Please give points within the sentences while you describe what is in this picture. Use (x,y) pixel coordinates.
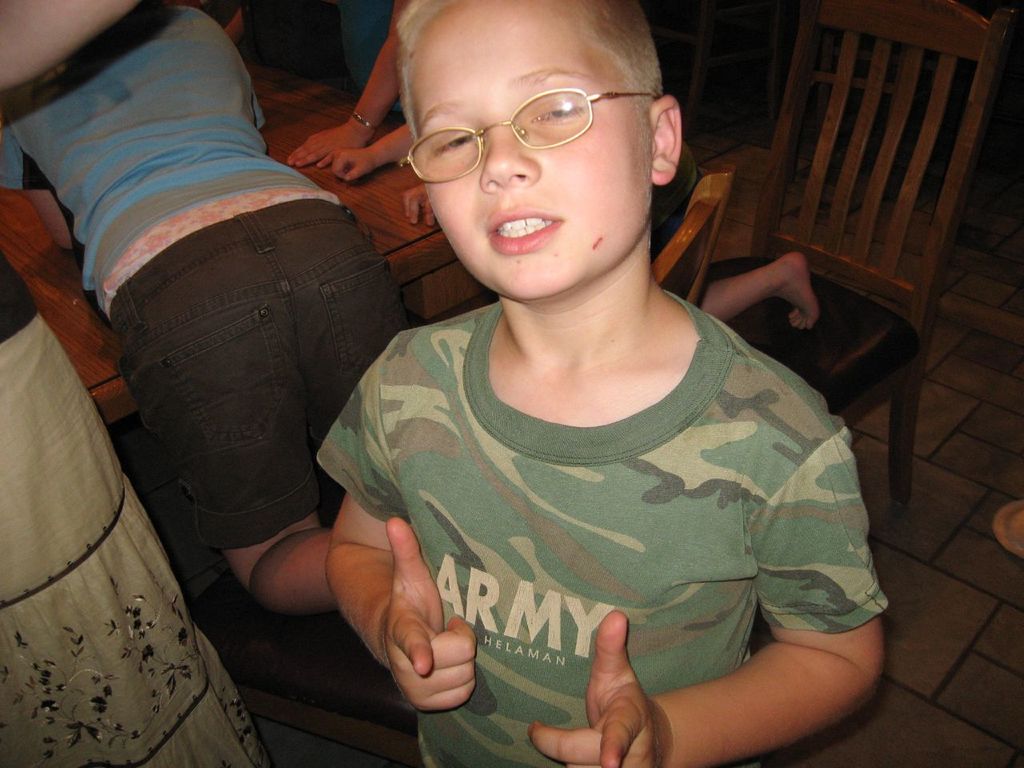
There is boy (545,293) in green color t-shirt (559,678) laughing. In the background (347,180), there are persons (239,173) lying on the wooden table (31,224). Beside that, there are chairs (795,133), stool (713,20) and floor (971,409).
